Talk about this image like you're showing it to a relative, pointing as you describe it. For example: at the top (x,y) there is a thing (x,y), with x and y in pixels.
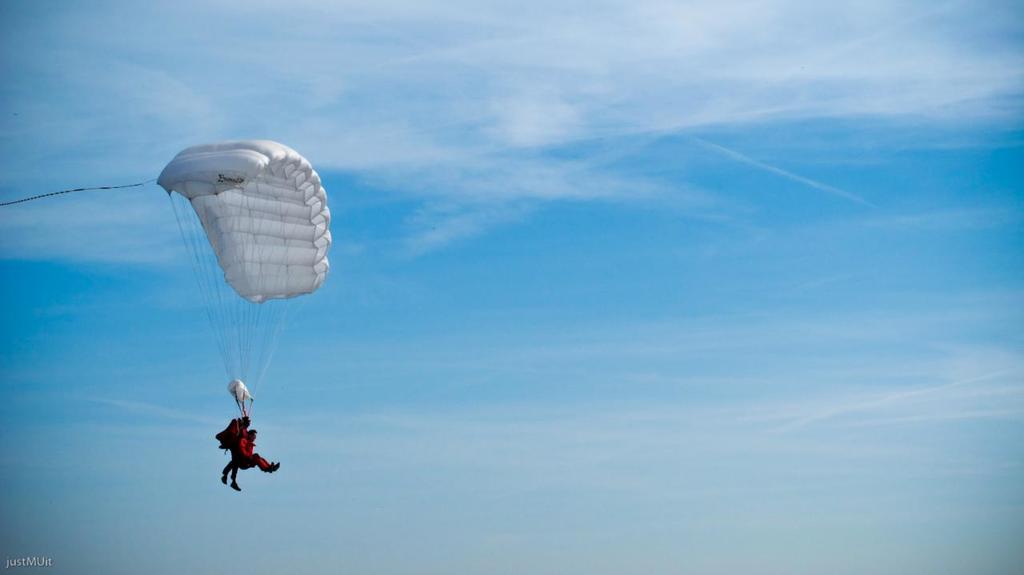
In this image, on the left side (244,286), we can see two persons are riding on the parachute (259,290). In the background (315,360), we can see a sky (315,360) which is a bit cloudy.
